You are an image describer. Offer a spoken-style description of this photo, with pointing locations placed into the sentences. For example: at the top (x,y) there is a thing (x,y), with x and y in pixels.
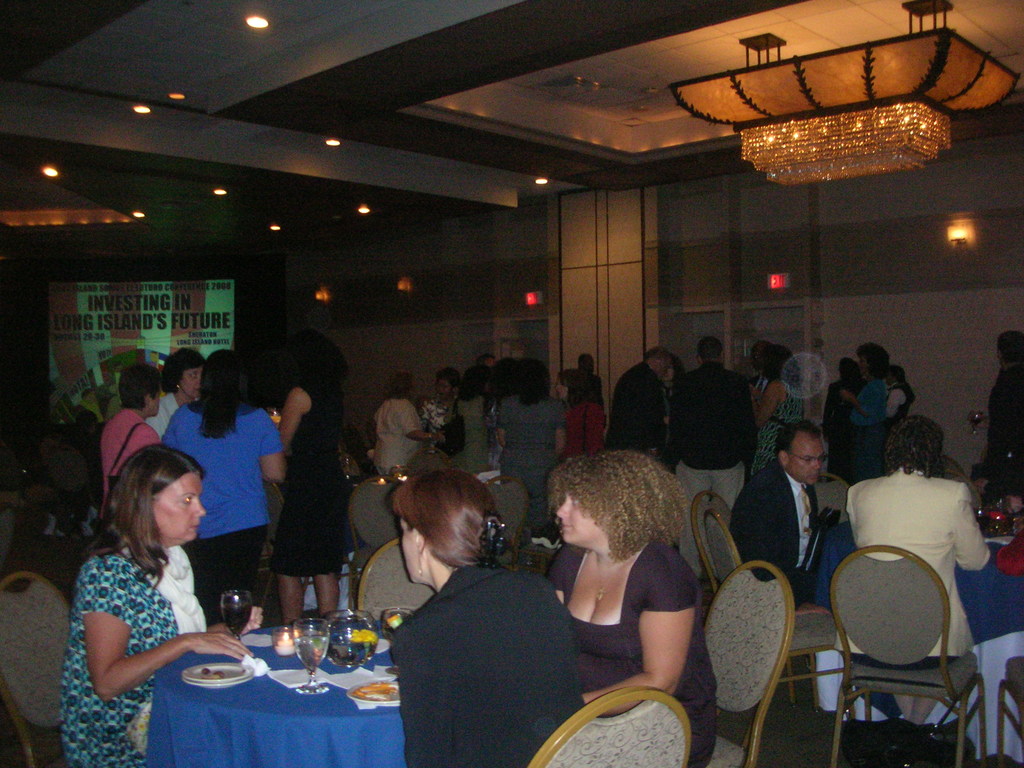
There are group of people (343,413) standing and sitting on the chairs (357,494). This is a table (272,718) which is covered with a blue cloth (308,724). These are wine glasses (308,631), plates (229,667) and some papers (348,677) which are placed on the table (354,712). it is ceiling light (881,103) which is hanged through the ceiling (884,19). At background (126,287) I can see a banner (158,349), and these are the ceiling lights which are attached to the ceiling (370,216).
